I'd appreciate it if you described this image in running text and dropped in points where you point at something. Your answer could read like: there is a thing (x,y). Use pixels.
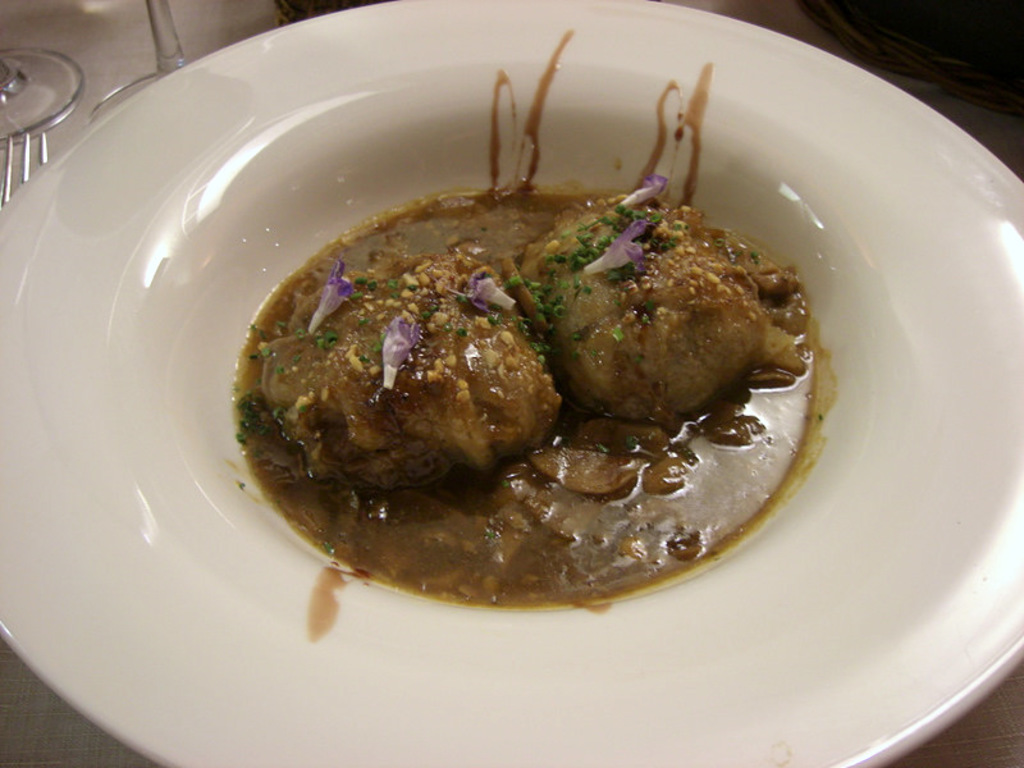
In this picture we can see food (525,247) in the plate (345,192), in the background (25,141) we can find glasses (47,78) and a fork (47,161).
